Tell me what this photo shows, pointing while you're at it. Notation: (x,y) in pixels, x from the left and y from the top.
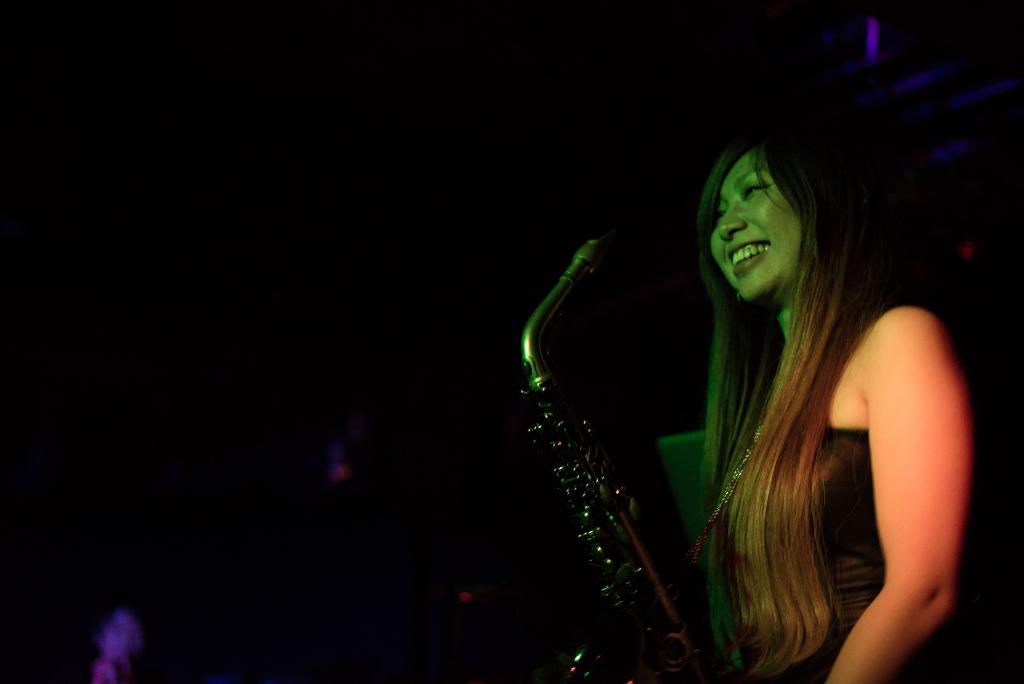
This image consists of a woman (804,491) wearing a black dress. And she is holding a saxophone (589,548). The background (369,383) is too dark.
